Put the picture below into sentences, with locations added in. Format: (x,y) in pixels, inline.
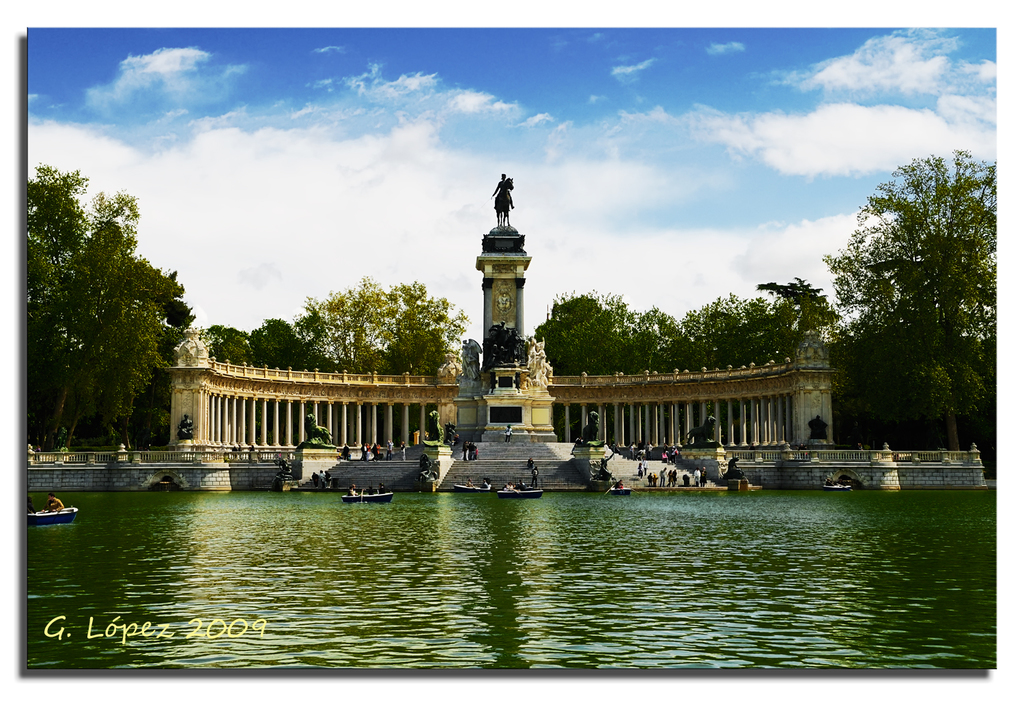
In the foreground of the image (833,642) we can see water body (550,499). In the middle of the image (429,405) we can see some people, steps (548,445), trees (969,393) and an architecture (425,422). On the top of the image (595,162) we can see the sky (525,175) and a statue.
